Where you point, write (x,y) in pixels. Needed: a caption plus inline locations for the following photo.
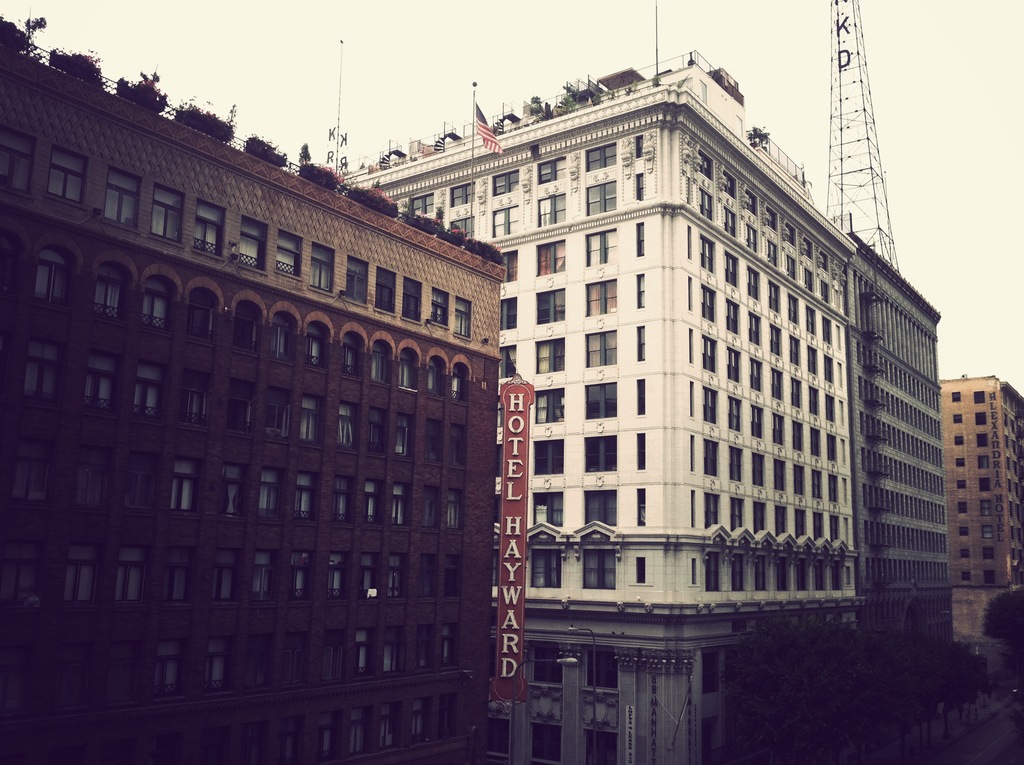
In this image I can see few buildings (616,519), few poles (475,133), a flag (497,145), number of windows (644,348) and I can see something is written at few places.
